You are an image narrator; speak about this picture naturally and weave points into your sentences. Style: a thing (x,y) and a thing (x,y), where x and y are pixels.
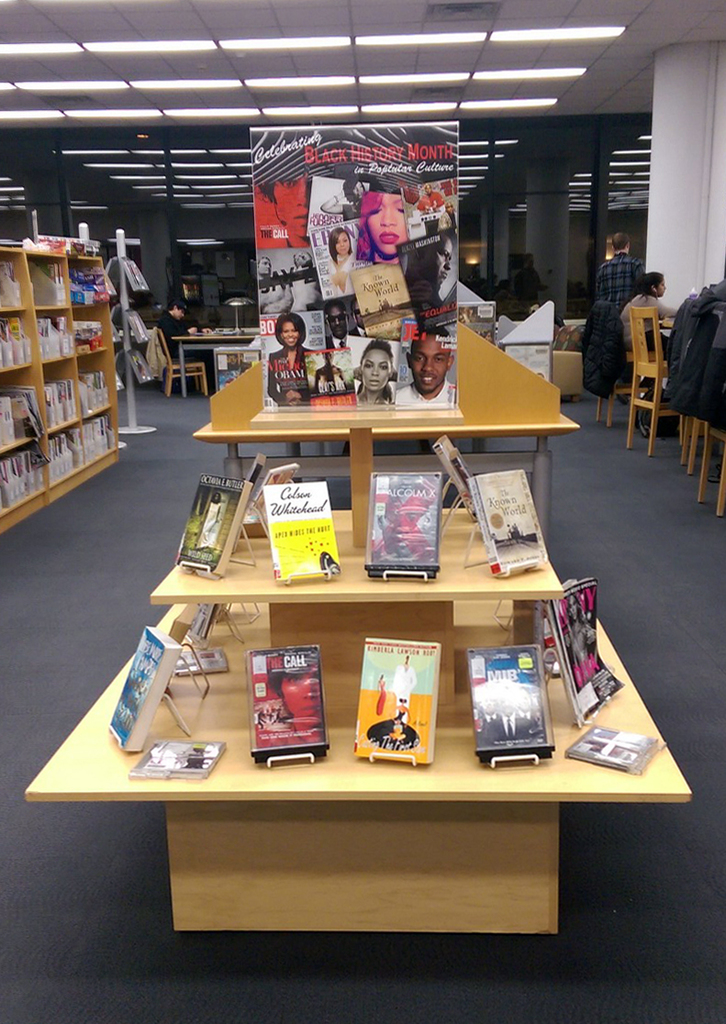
This image is clicked in book room (304,761) or library (20,18). There are lights (508,103) on the top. There so many books (331,558) in this image. Left side (40,489) there is a bookshelf (70,306) which contains so many books (72,400). Right side (634,267) there are people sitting on chairs (713,434). In the middle (287,369) there is a magazine (352,267) and other books (390,515) on table (360,507).
